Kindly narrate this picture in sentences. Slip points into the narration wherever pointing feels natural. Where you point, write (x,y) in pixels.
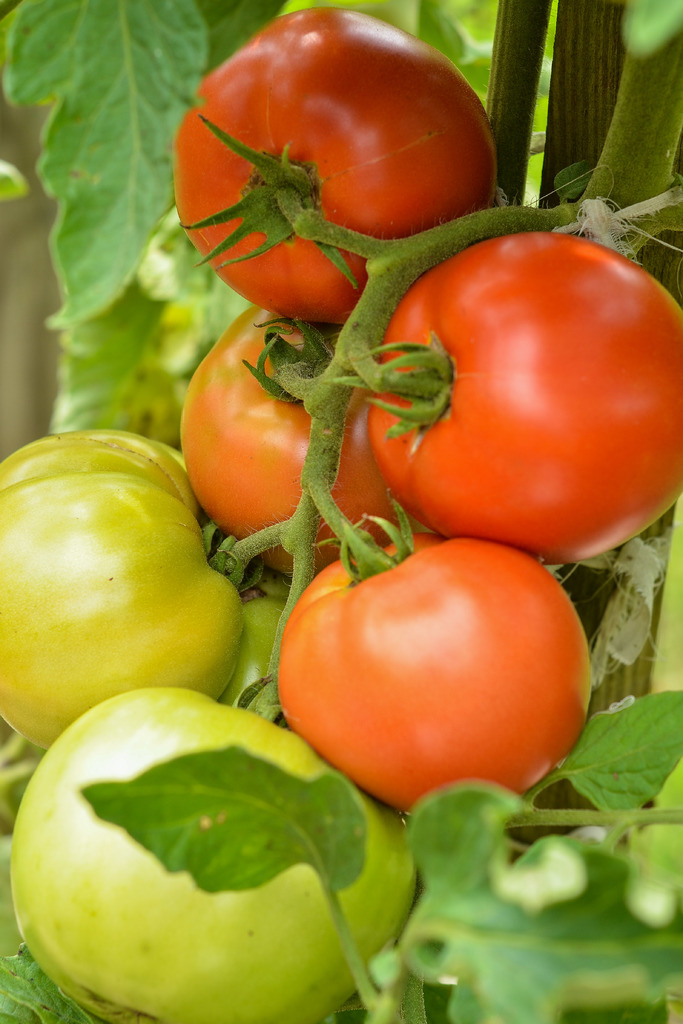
In this image, we can see some tomatoes (60,841) and leaves (638,764).
